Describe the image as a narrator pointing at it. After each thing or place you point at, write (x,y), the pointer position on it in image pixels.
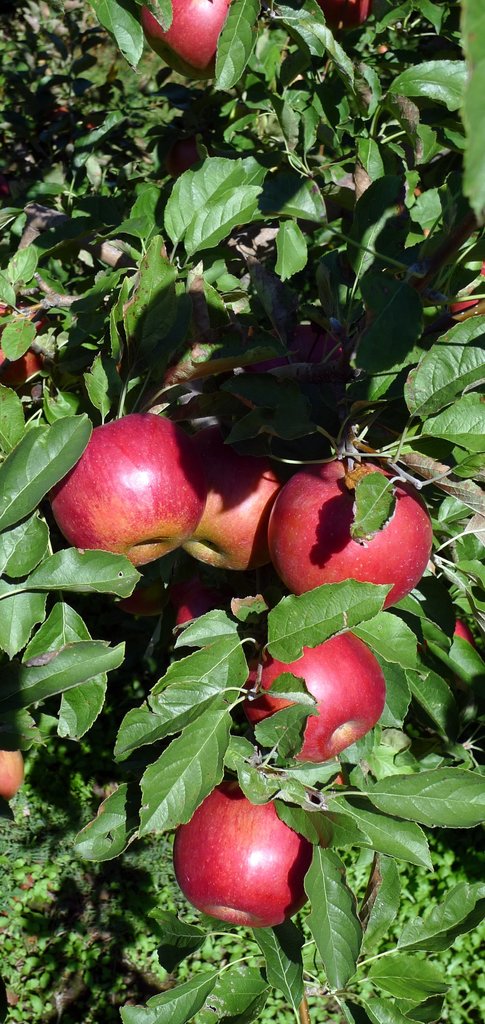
In this image, we can see some green color leaves (236,424), there are some red color apples (2,765).
